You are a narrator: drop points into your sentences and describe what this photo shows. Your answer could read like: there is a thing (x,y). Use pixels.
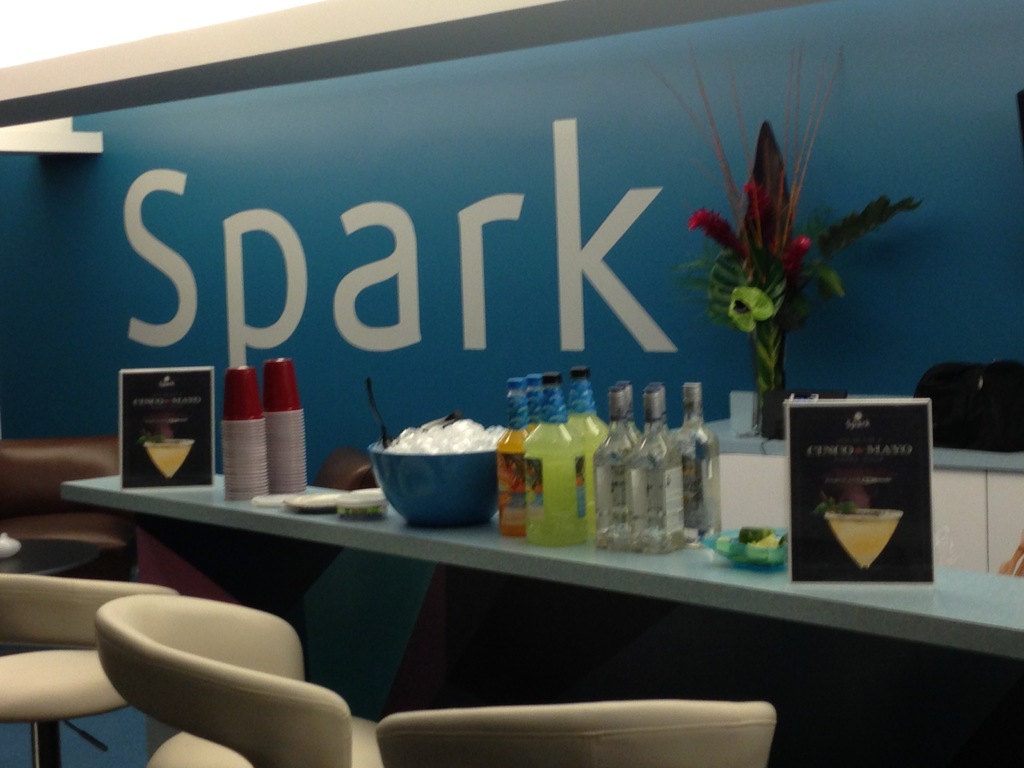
In this picture we can observe some bottles (560,464) and a bowl (426,463) with ice cubes (429,446) on the table (485,551). We can observe black color boards (174,427) on the table (376,546). In front of the table (1010,611) there are three cream color chairs (257,668). We can observe a plant (753,291) here. The background (21,262) is in blue color and we can observe a white color word (236,273) on the wall (39,287).
